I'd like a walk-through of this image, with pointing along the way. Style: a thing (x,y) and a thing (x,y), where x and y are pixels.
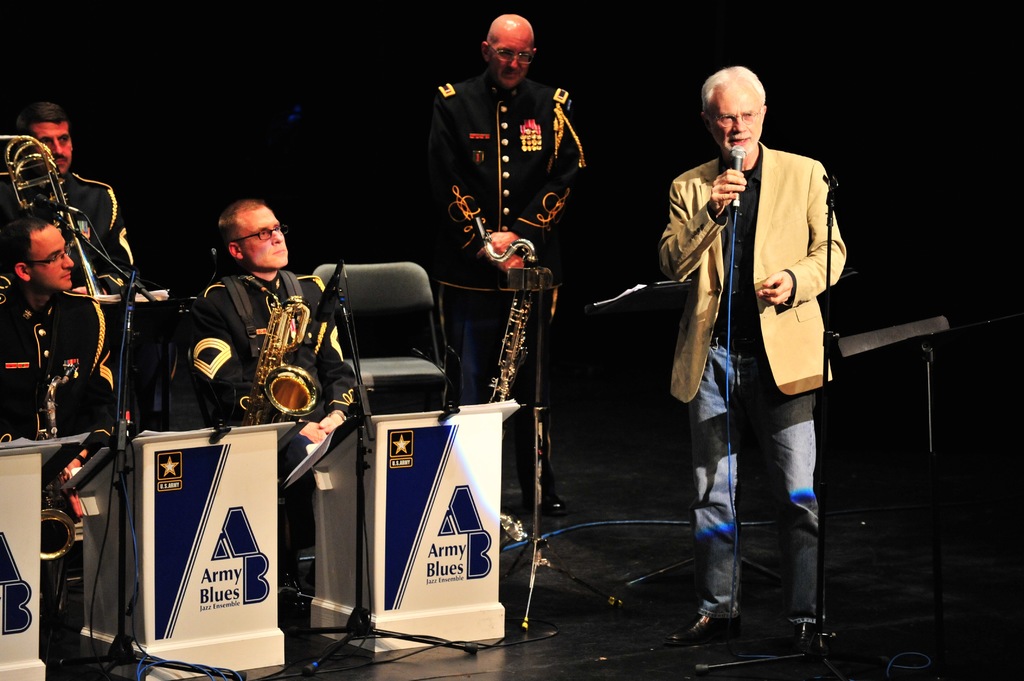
In this picture we can see five people (482,400) where three are sitting on chairs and two are standing, mics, stands (145,321), saxophones (270,313), wires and in the background (425,176) it is dark.
